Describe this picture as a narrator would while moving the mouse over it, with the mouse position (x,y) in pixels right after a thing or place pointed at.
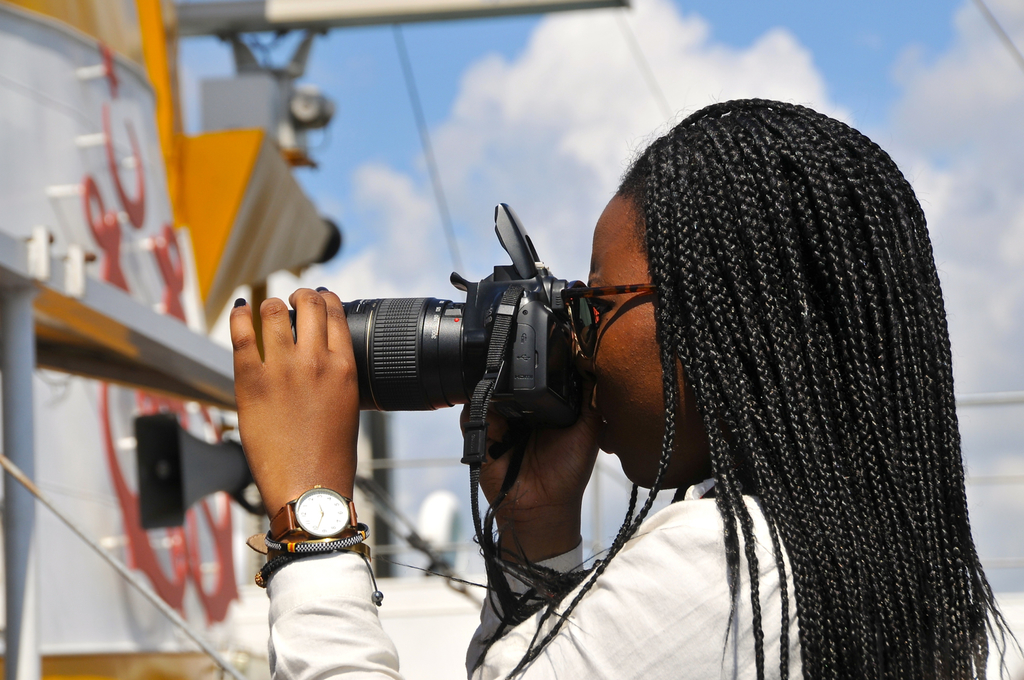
In the picture I can see a woman (687,445) is holding a camera (481,361) in hands (562,448). The woman (536,435) is wearing a watch (347,523) and white color clothes (495,679). In the background (403,189) I can see the sky (521,168) and some other objects (192,338). The background of the image (193,358) is blurred.
